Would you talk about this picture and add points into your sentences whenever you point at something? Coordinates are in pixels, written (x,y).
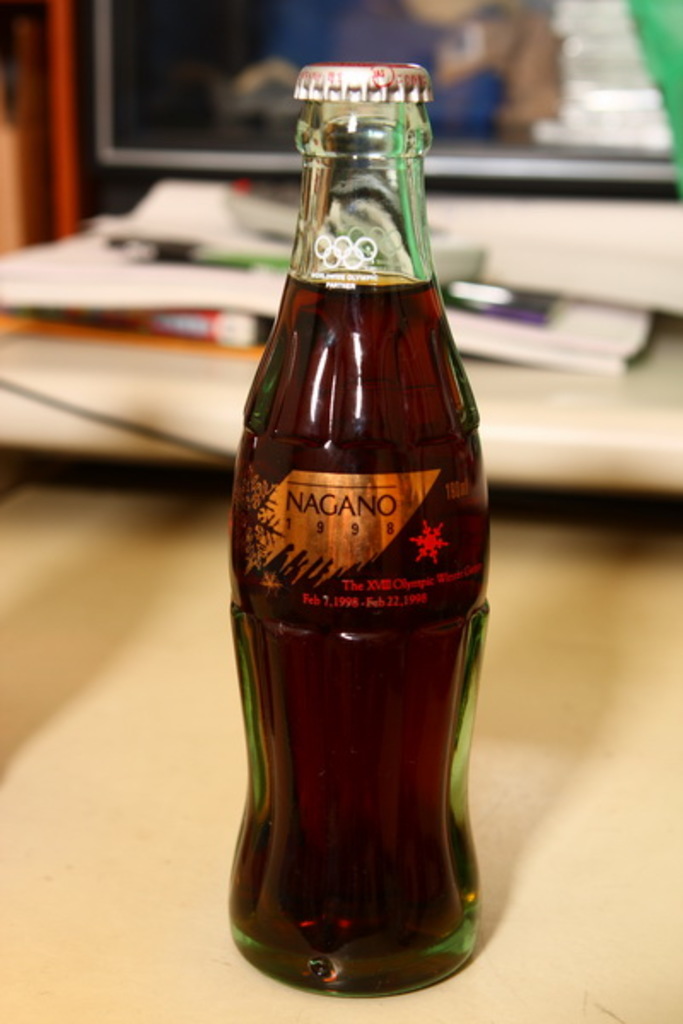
In this image there is one drink bottle (354,632) is kept on one object (184,719) on the bottom of this image (499,718) and there are some objects (180,214) kept on the top of this image (538,299), and there is a photo frame (260,71) at top of this image (464,66).
